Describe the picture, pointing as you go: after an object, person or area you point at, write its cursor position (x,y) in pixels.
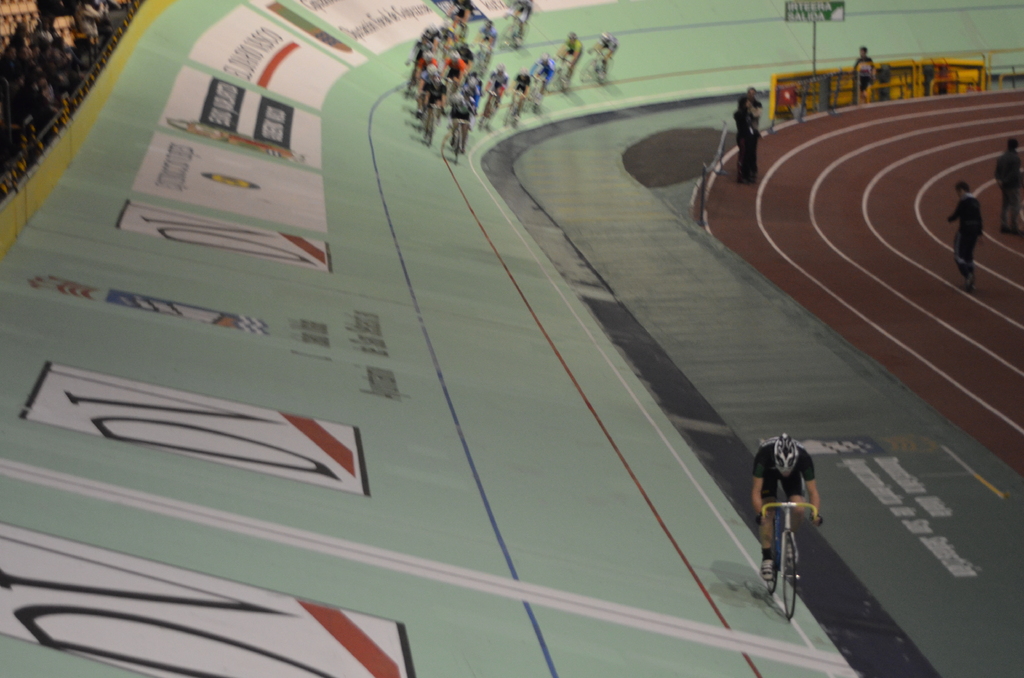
In this image, I can see a group of people (462,124) riding bicycles (511,124) on the track cycling (347,448). On the right side of the image (961,237), there are few people (744,166) standing on the track (884,255). At the top left side of the image (37,133), I can see another group of people (25,89). At the top right side of the image (812,104), these are looking like the boards (949,66).
